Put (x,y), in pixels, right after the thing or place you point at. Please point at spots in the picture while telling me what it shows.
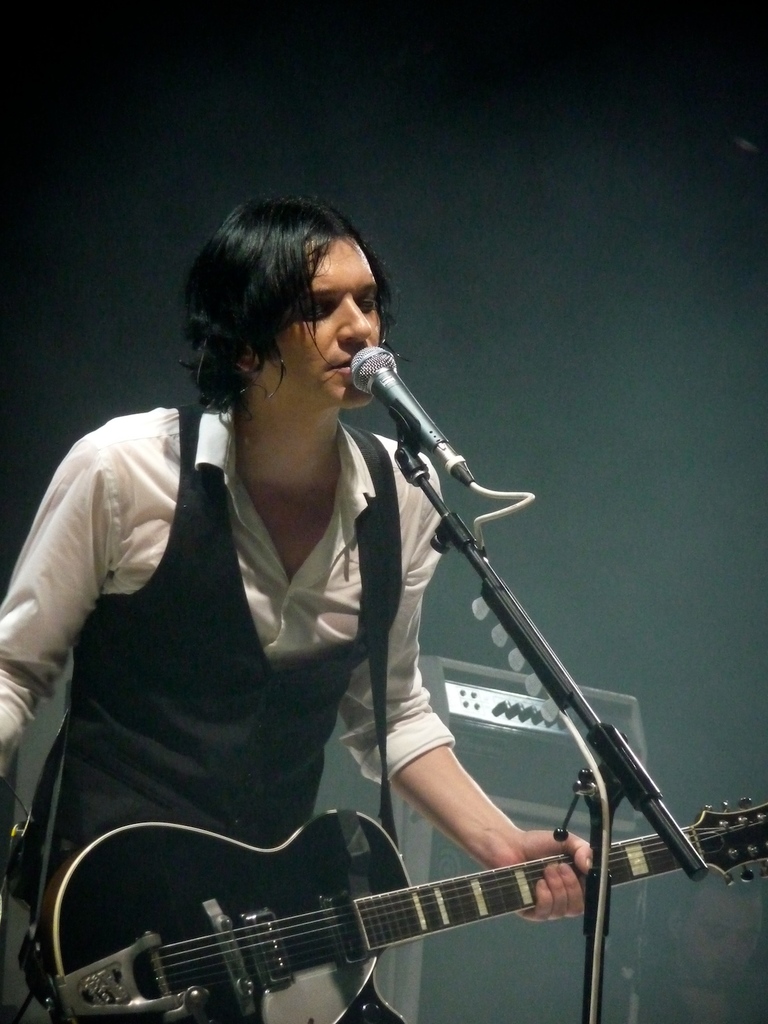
In this image there is a person (281,604) wearing white color shirt (331,580) playing guitar (481,902) and in front of him there is a microphone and at the background of the image (516,788) there is a sound box (491,681).
